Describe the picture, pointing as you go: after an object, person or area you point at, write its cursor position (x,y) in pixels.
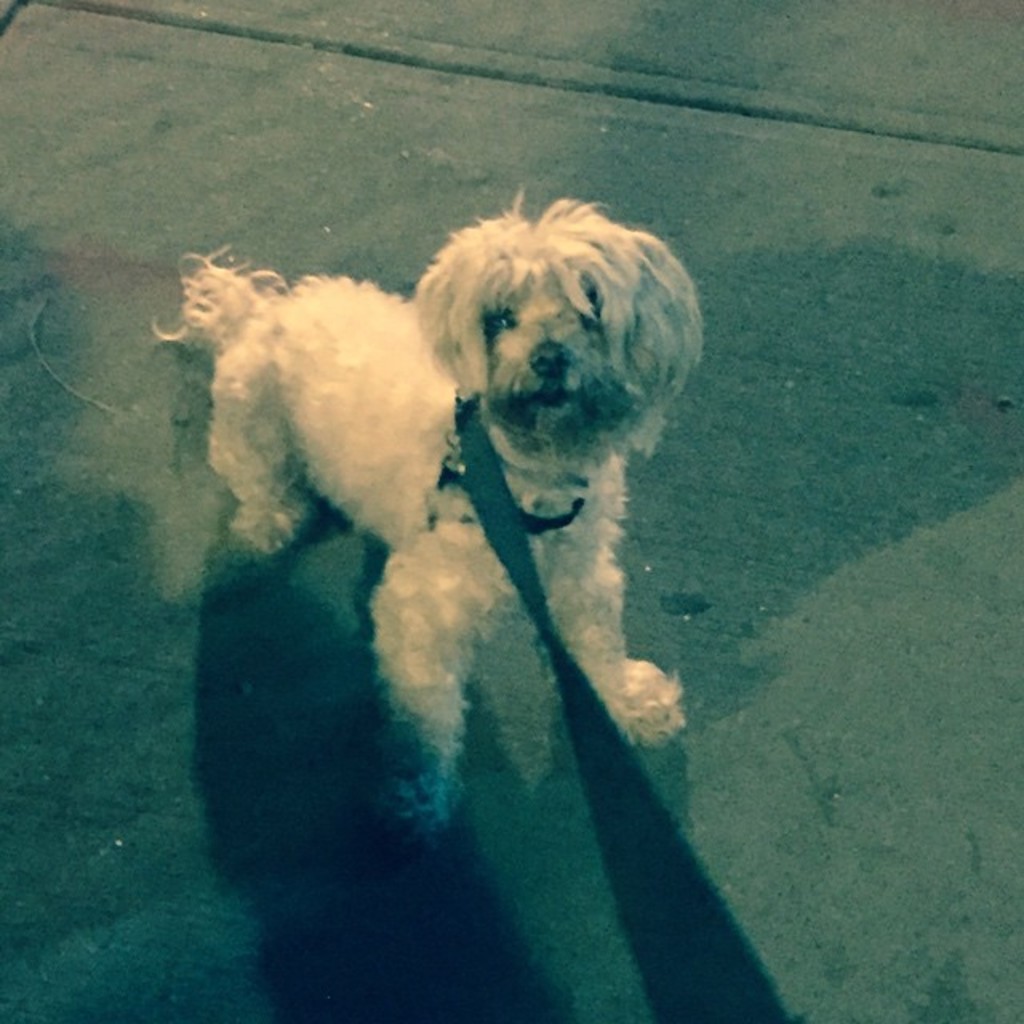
In this picture I can see a dog (546,508) and I can see a belt (484,467) to its neck (455,392).
